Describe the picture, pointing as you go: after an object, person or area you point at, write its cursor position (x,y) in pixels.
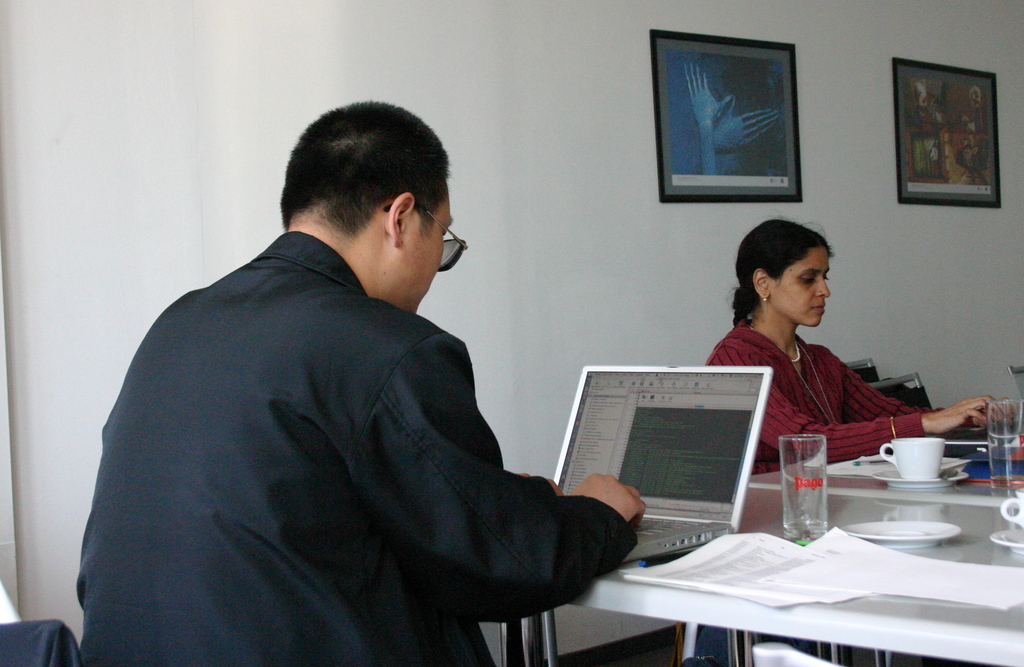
In the image it seems like there is a man (373,639) who is working with the laptop (739,507) which is kept on the table (747,519) and beside the man (522,580) there is another woman (852,392) who is also working with the laptop (975,425). On the table (985,519) there are cups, plates (902,541), papers (780,583) and glass (816,469). At the background (726,239) there is a wall (562,157) and photo frame (916,117).
